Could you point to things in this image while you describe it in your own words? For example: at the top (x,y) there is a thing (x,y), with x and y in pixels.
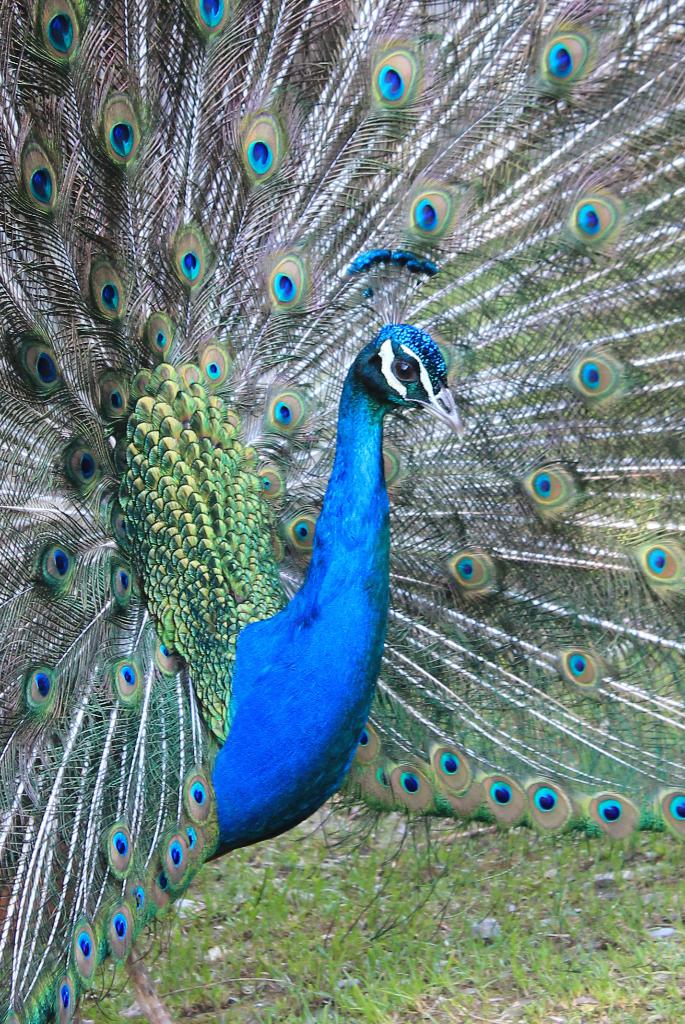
In the image there is a peacock (366,453) with feathers (281,264) is standing on the ground (473,987). On the ground (420,946) there is grass (526,980).
